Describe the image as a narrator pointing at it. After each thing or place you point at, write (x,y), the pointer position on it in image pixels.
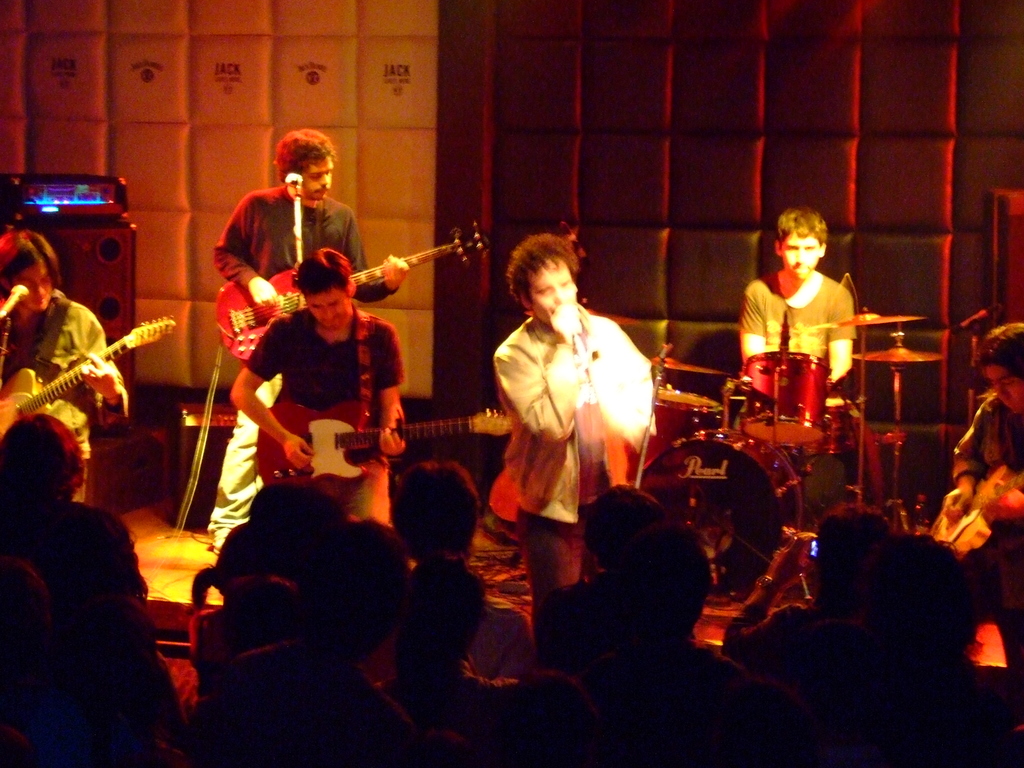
In this image there are 3 persons (13,260) standing and playing a guitar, another person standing and singing a song in the microphone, another man (766,312) sitting and playing drums (900,359), another person (1007,613) standing and playing a guitar (983,533) and at the background (214,224) there is amplifier (98,213), speaker (71,258), wall (386,78), light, group of people (441,684).
